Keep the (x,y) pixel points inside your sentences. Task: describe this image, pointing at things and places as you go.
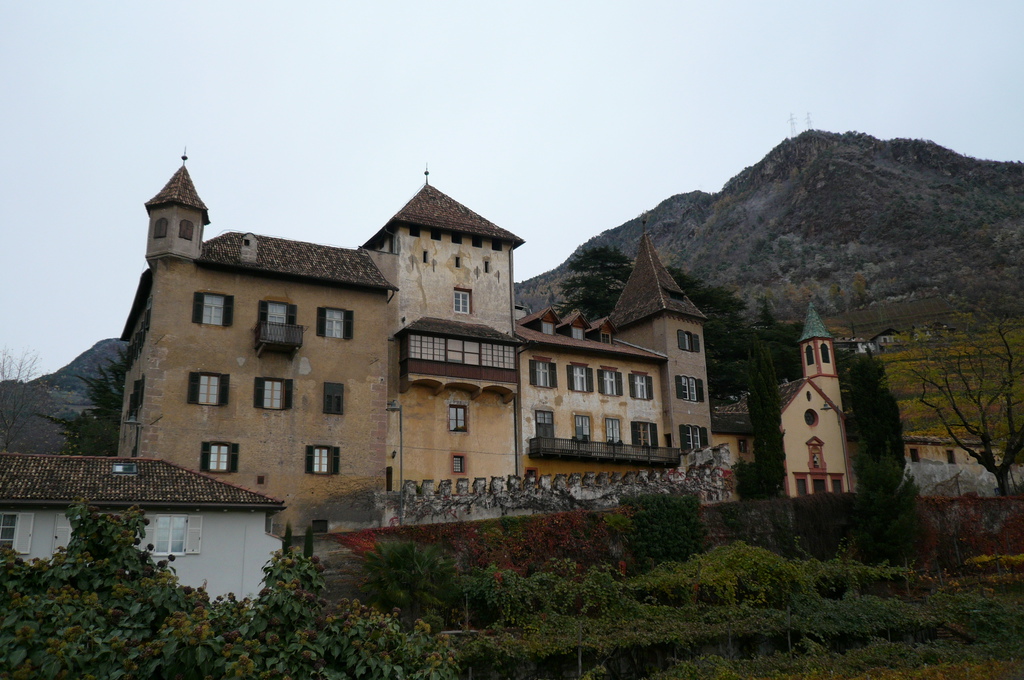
At the center of the image (469,442) there is a building (373,511), in front of the building (428,435) there are some trees (697,579). On the right side of the image (715,217) there is a mountain (799,204). In the background (474,88) there is a sky (581,81).
